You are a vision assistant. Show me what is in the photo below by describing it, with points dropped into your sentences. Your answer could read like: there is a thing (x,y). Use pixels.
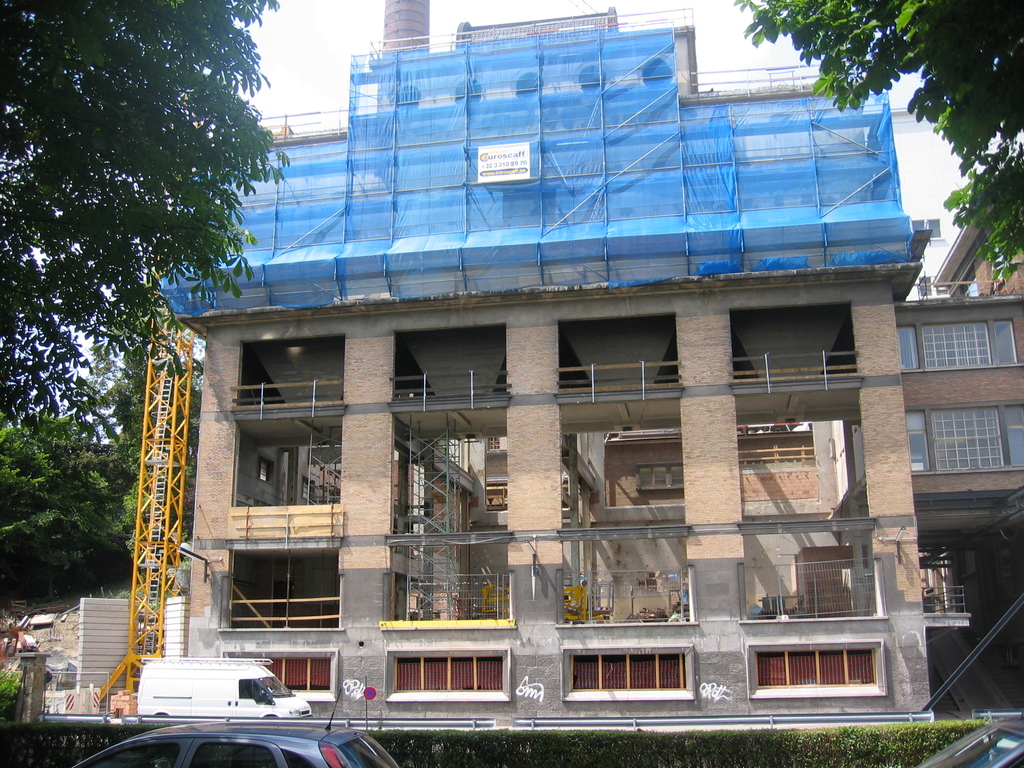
This picture is clicked outside. In the foreground (110,242) we can see a tree (159,83), vehicles (255,725), shrubs (725,748), metal rods (136,675) and some other items (105,668). In the center (473,412) we can see the buildings (743,406), windows (978,455) and walls (881,434) of the buildings (588,319) and we can see the blue color curtains (501,118). In the background (343,46) there is a sky (325,13) and the trees (963,25).
